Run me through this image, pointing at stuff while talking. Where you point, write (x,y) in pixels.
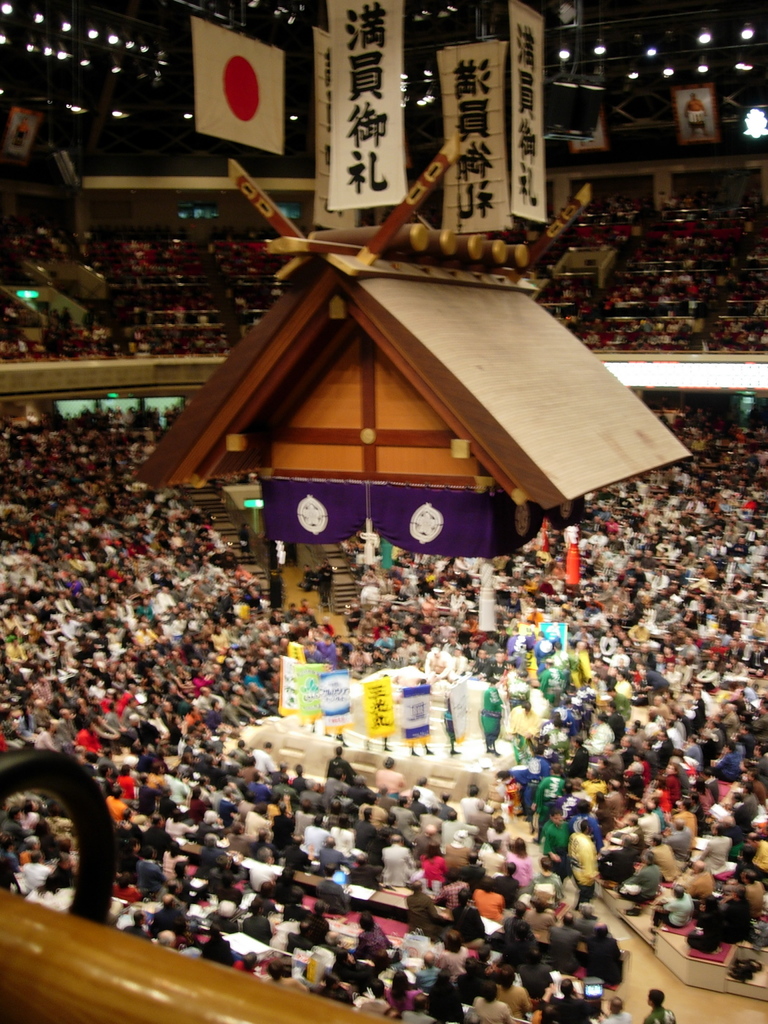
In the image in the center (384,547) we can see one wooden house (402,435), roof (468,326), banners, fence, staircase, stage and group of people (409,616) were sitting. In the background (457,115) there is a wall (114,185), roof (34,71), lights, banners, group of people (17,238) were sitting and few other objects (744,373).
